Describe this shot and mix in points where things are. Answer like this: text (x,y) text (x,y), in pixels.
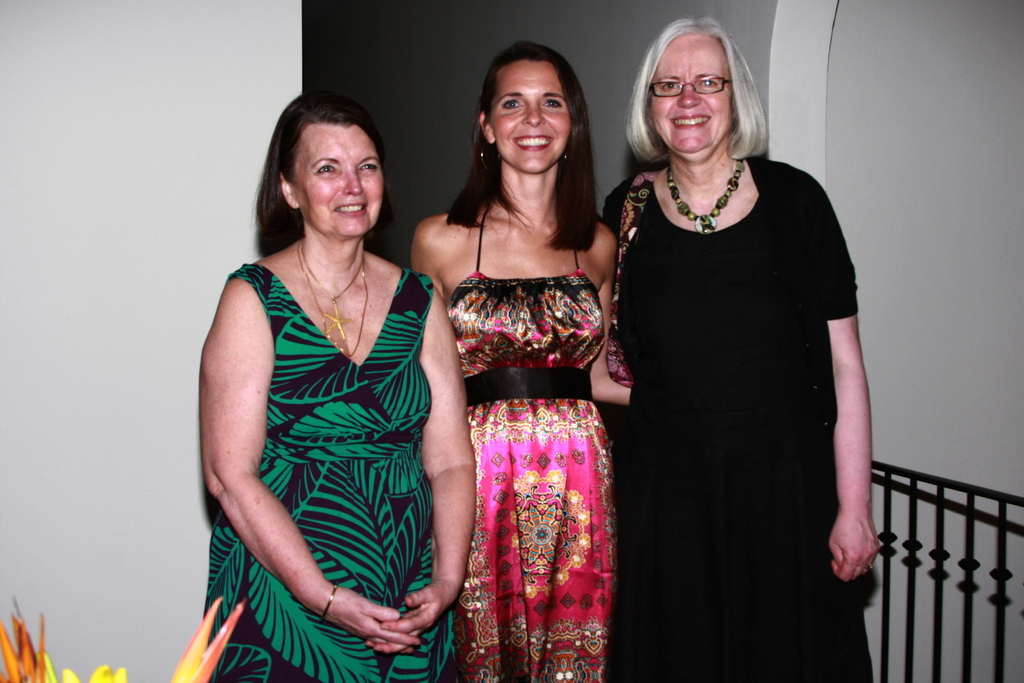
In the center of the picture (626,314) there is a woman (240,325) standing, they are having smiling faces (364,165). On the left (111,666) we can see flowers (25,627) and a wall (109,316) painted white. On the right (968,539) there is railing (971,496) and at the top (934,66) it is wall (906,40).
